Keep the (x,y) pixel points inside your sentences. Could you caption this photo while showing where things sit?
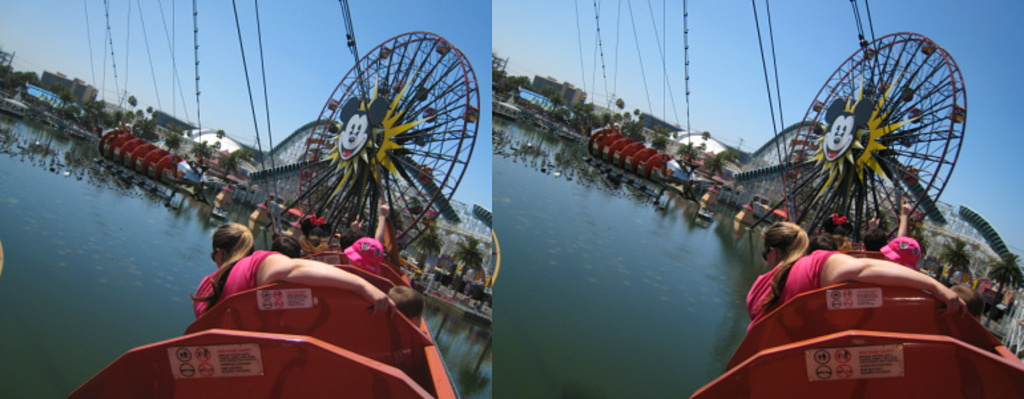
In this picture there are rollercoaster photographs (819,383).
